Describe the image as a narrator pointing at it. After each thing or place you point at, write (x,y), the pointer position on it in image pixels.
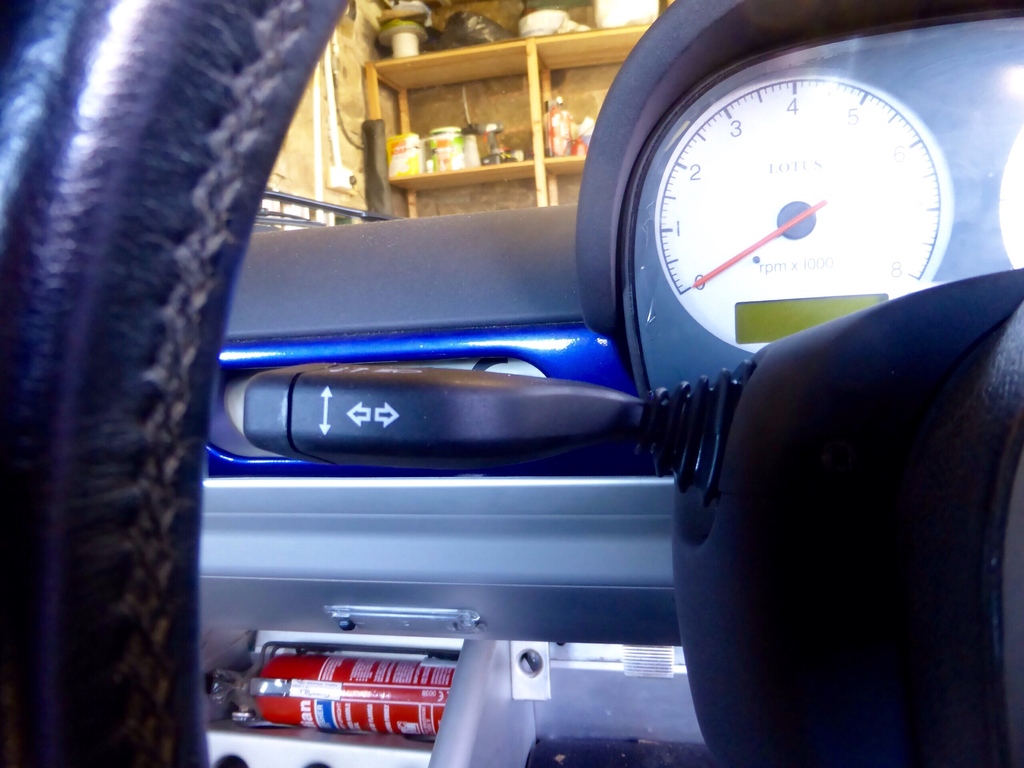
In this picture we can observe a steering (163,723) which is in black color. There is a meter (765,220) which is in white color. In the background (532,152) we can observe a shelf (445,63) in which some jars (416,146) are placed. We can observe a wall (325,112) which is in cream color.
